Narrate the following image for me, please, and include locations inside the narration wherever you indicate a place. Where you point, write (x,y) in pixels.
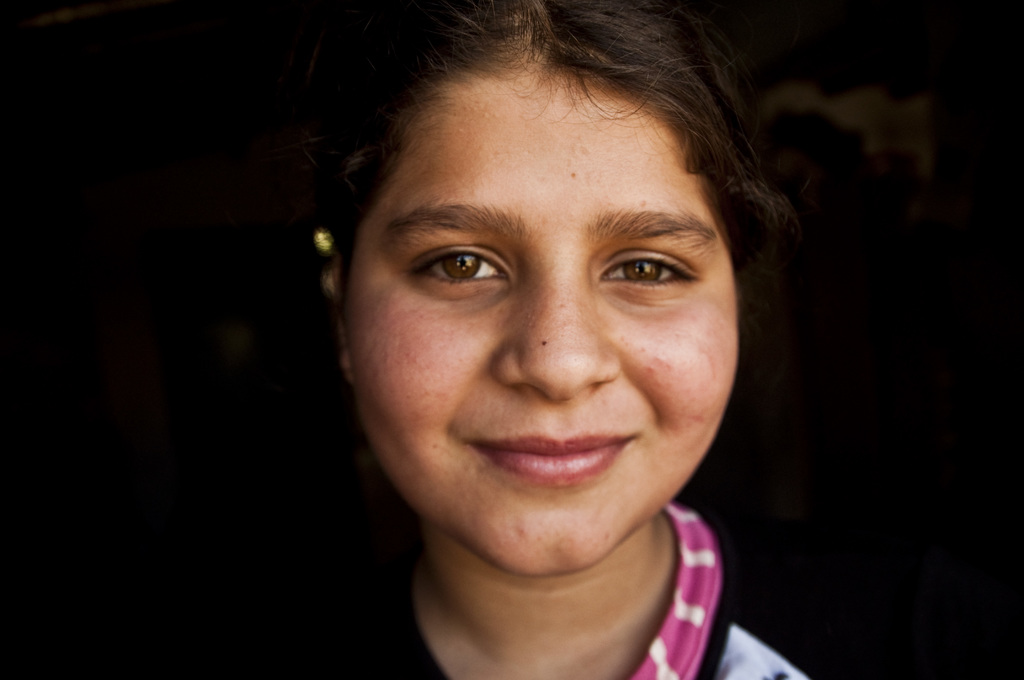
In this picture we can see a girl (588,521) smiling here, we can see a dark background (890,116).
